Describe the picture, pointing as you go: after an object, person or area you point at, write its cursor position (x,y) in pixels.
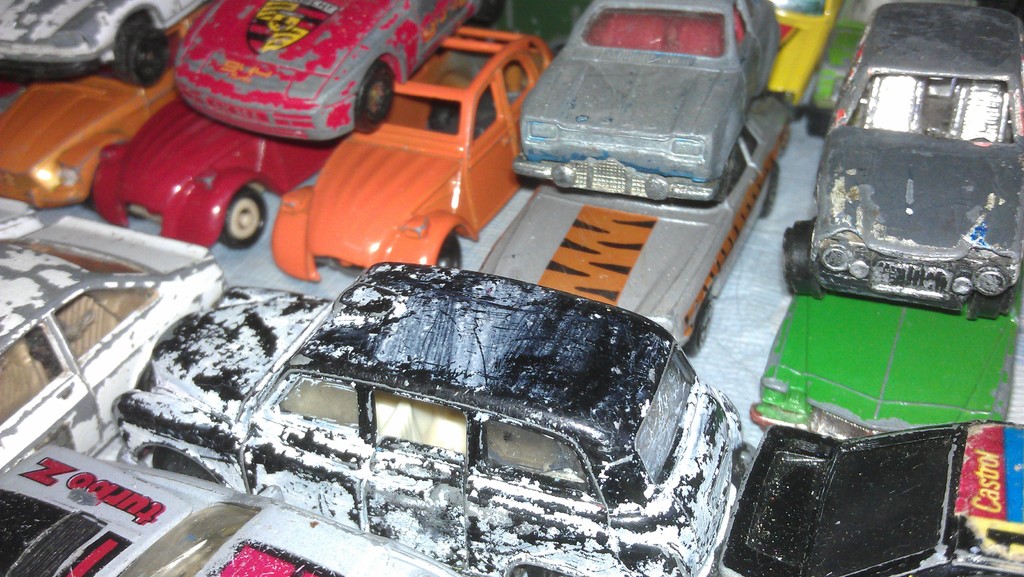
In this image we can see a group of toy vehicles (594,81) placed on the surface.
